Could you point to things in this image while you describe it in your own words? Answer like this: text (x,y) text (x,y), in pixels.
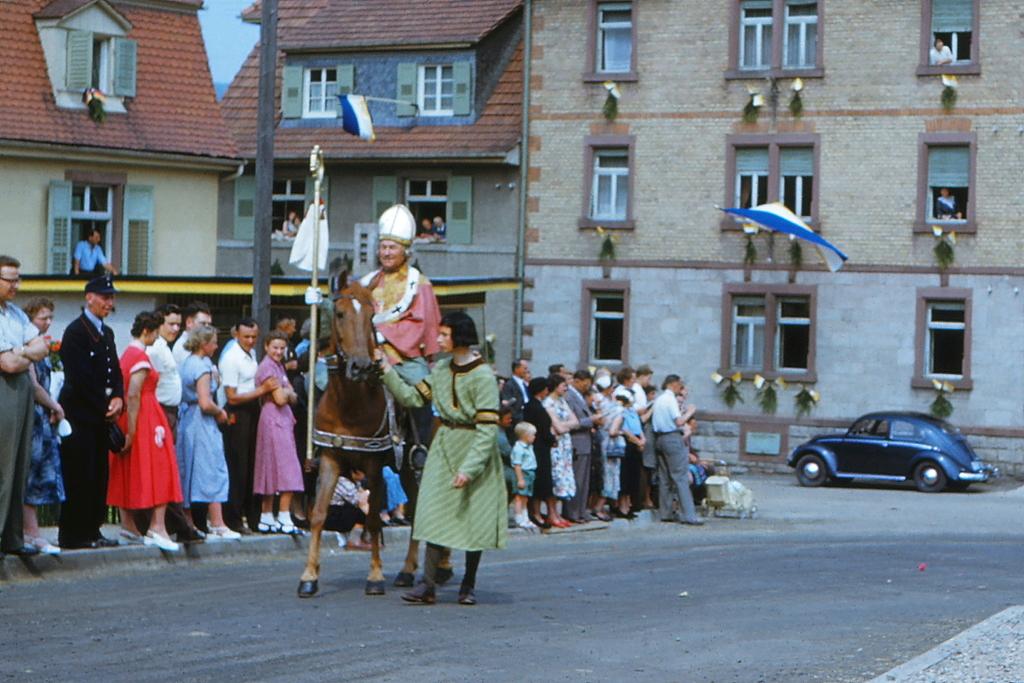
In this image i can see a person (377,326) sitting on a horse (334,382) and a woman (433,465) standing next to horse (321,416), and i can see few people (643,458) standing on the side walk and in the background (661,312) i can see buildings (701,246) and a car (825,479), and i can also see some people (96,249) from the windows (79,235).
